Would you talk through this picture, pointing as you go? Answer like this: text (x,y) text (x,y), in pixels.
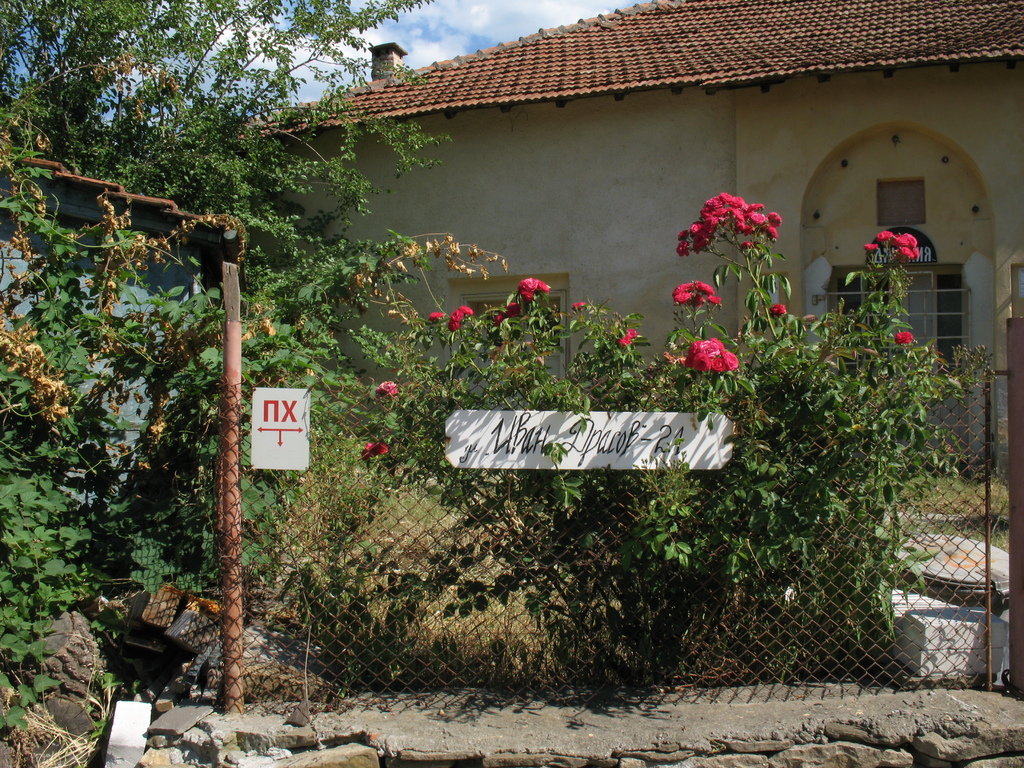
In this picture there is a black color fencing grill (381,492) and some red color flower plant (716,326) in the behind. In the background (772,243) we can see a shed house (791,37).
